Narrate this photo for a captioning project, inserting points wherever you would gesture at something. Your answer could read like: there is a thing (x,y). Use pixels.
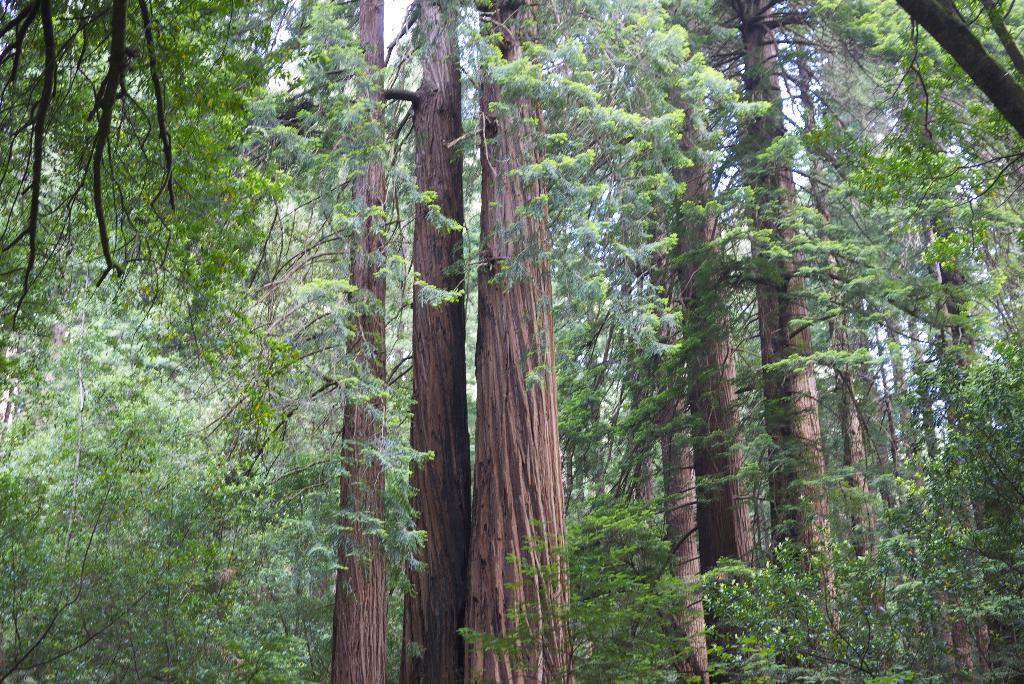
In this image we can see so many trees (383,250) and in the background (479,53), we can see the sky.
